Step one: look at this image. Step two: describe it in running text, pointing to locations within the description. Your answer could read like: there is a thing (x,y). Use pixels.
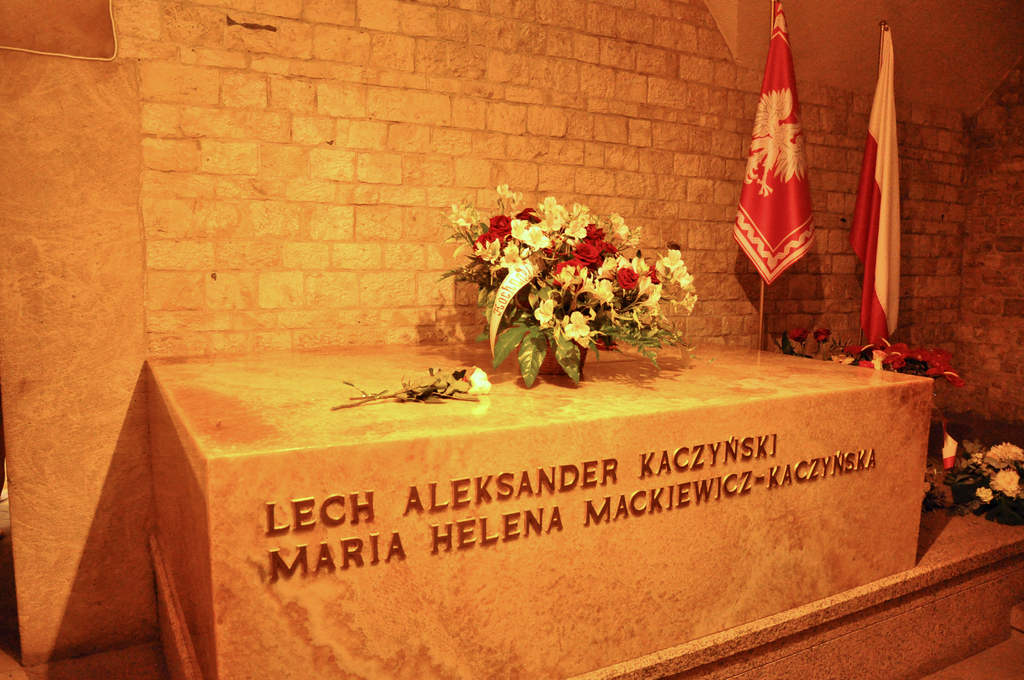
In this image, I can see a flower bouquet (549,337), which is placed on a memorial stone (457,533). These are the letters (296,514). I can see two flags (770,118) hanging to the poles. On the right side of the image (1002,494), I can see the flowers (971,463). This is the wall (628,140).
